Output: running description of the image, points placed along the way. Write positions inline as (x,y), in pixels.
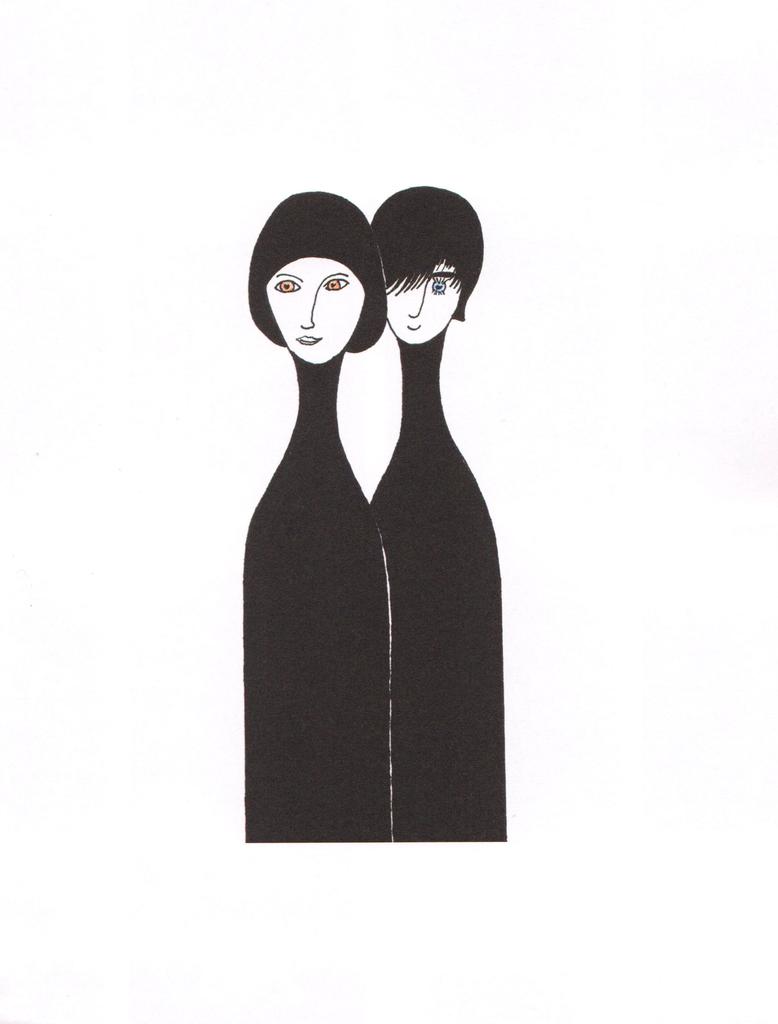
This picture is an edited picture. In this image there is a sketch (396,670) of two persons (382,755). At the back (525,201) there is a white background (644,331).
